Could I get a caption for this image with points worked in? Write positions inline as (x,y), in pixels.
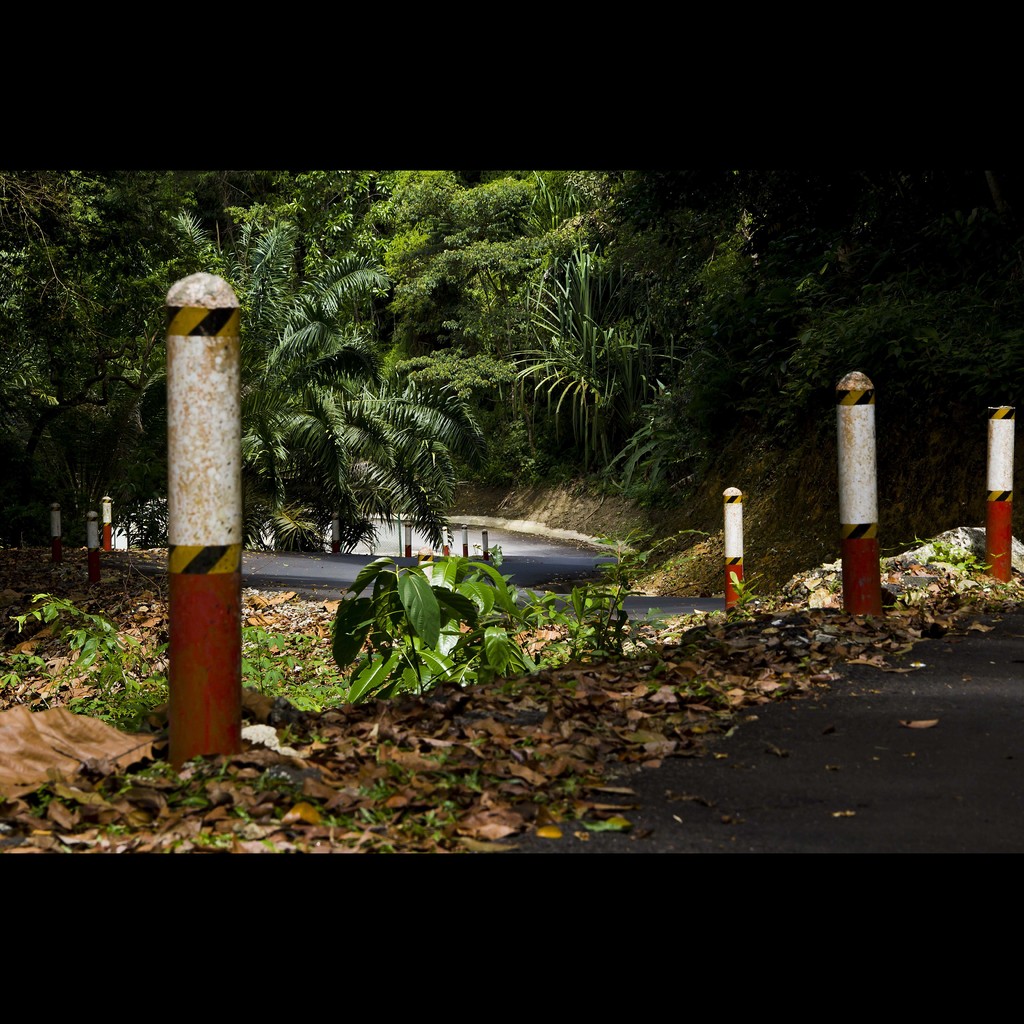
In this image we can see the road (568,563) and at the side, we can see the poles (848,503), leaves (509,680), plant (511,601) and trees (501,319).
